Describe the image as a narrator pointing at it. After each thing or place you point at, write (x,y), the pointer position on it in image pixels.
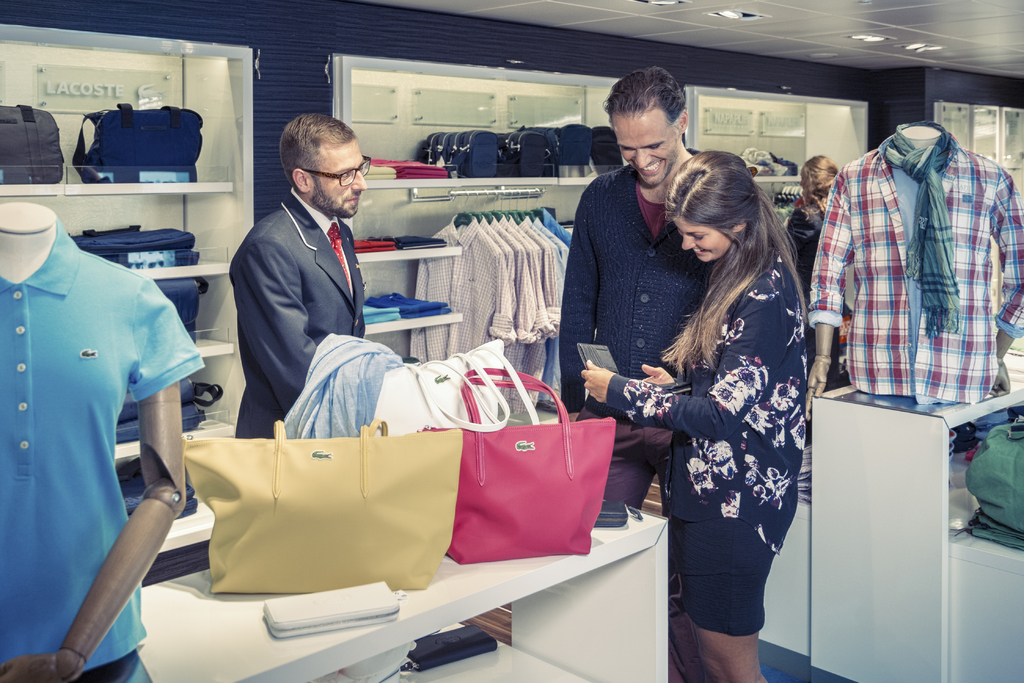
In the middle of the image (657,406), there are three persons (302,130) standing and looking at the purse (588,355) and having a smile on their face (685,247). In the right (822,169) background (800,236), there is a woman (834,178) standing. A roof top (815,27) is white in color. And the background walls (295,39) are grey in color. At the bottom left side (217,620) and right side (825,567), there is a table (871,487) on which hand bags (549,436) are kept. This image is taken inside a showroom (550,357).
